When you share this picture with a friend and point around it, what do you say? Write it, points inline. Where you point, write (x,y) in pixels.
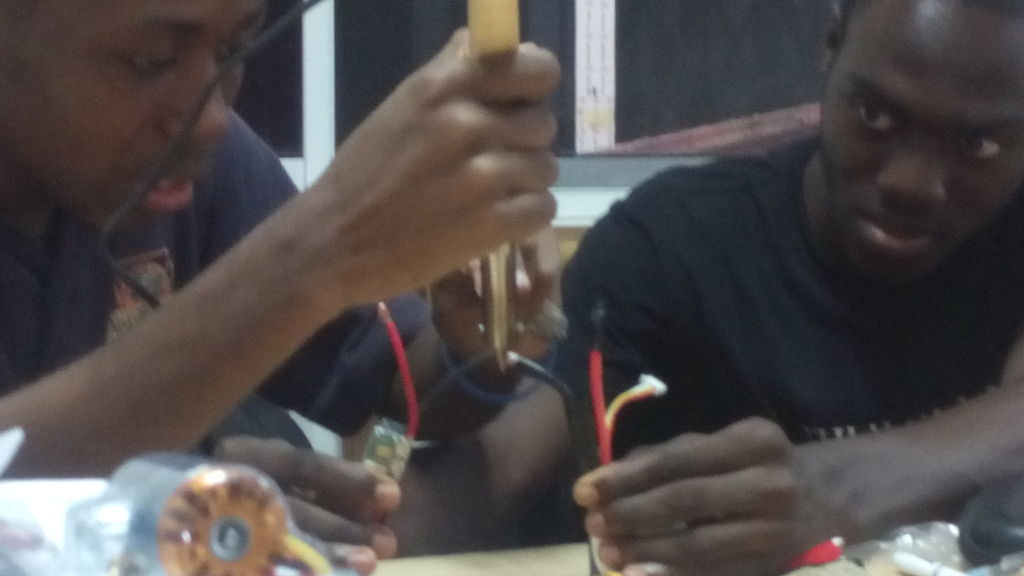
In this image there are two people (693,306) wearing t-shirts (739,261). They are holding wires (484,396) and few electronic device (497,312). On the table (376,564) there are few electronic stuffs (306,548).
